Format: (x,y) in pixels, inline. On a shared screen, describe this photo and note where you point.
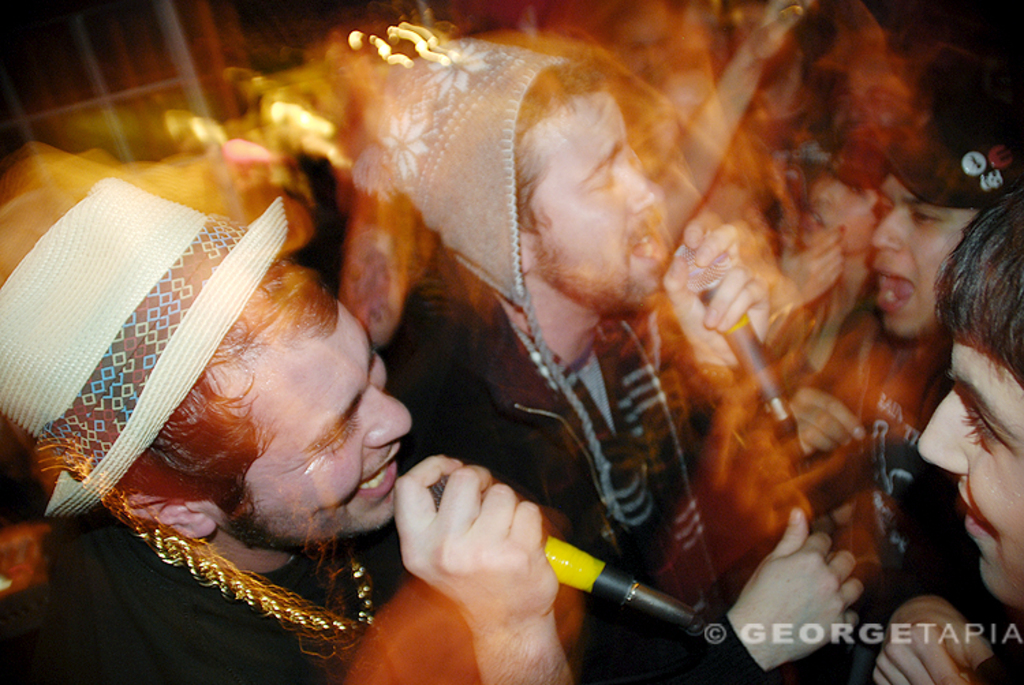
In this picture there are two persons (506,299) standing and holding the microphones (736,323) and singing and there are group of people (792,149) standing. At the bottom right (864,624) there is text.
